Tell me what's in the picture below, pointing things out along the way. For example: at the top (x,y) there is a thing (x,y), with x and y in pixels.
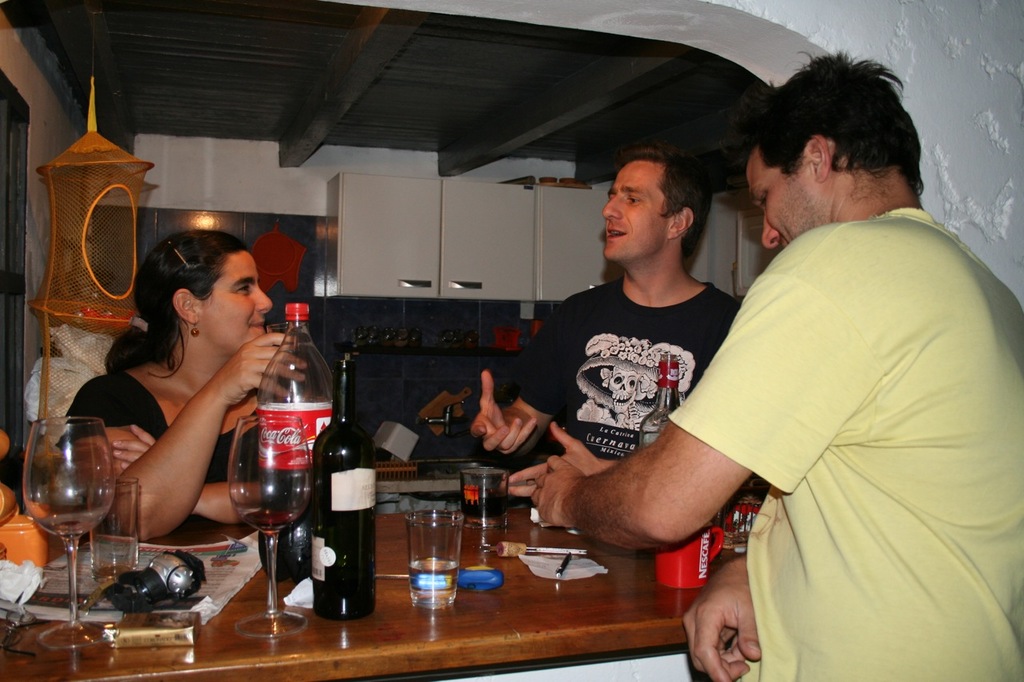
In this picture I can see a woman (254,311) is sitting. Two men (596,332) are standing. On the table (363,625) I can see glasses (280,504), bottles (317,541) and other objects (311,593). In the background (476,252) I can see wall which has cupboards (446,234) attached to it. On the left side (96,300) I can see some objects (81,277).
